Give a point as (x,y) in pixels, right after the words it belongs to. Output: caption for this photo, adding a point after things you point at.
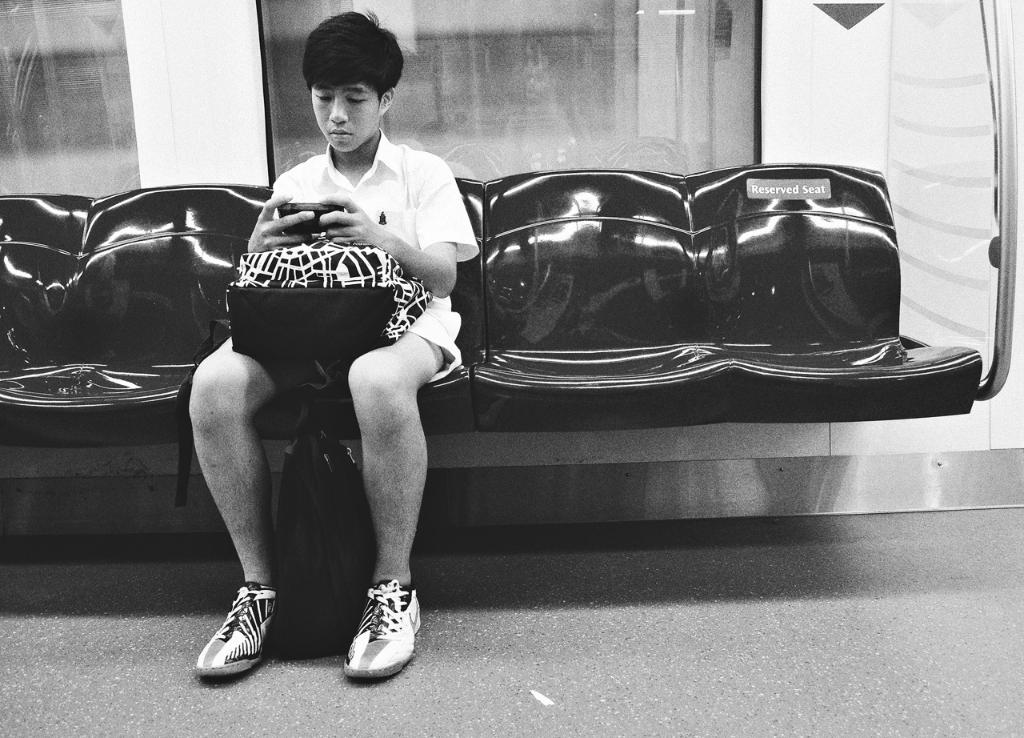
In this picture there is a man (413,504) sitting on a seat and holding a gadget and bag (316,269) and we can see rod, floor (610,676) and glass windows (276,71).
